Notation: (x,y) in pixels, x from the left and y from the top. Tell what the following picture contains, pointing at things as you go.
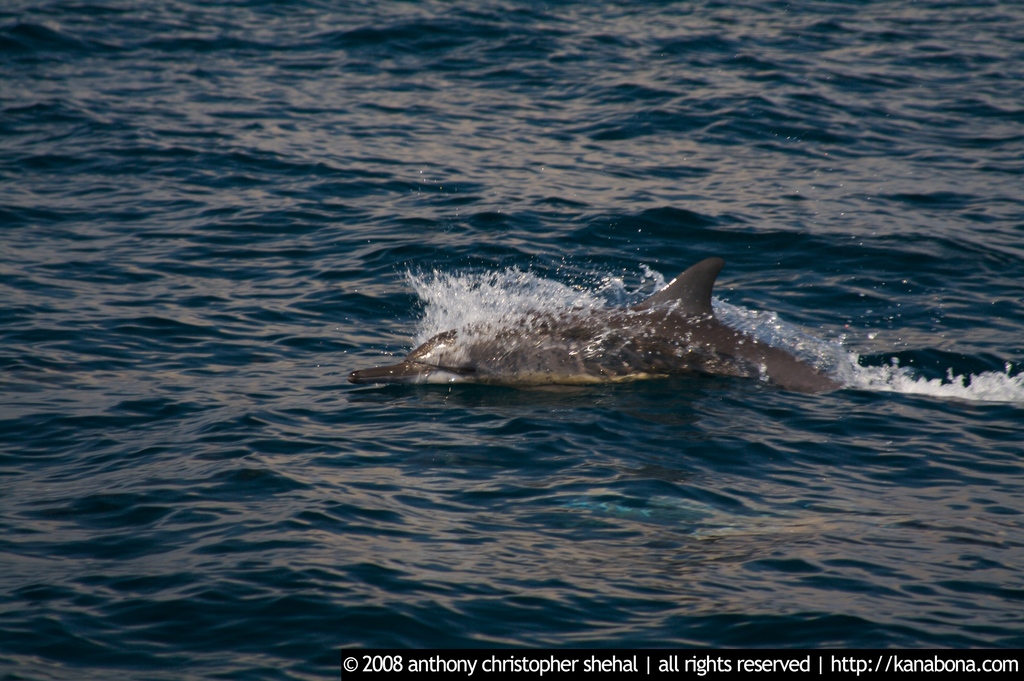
In this picture we can see a watermark (366,652), some text (968,667) and numbers (399,664) at the bottom of the picture (643,668). We can see a sea animal (359,376) in the water (517,567).
